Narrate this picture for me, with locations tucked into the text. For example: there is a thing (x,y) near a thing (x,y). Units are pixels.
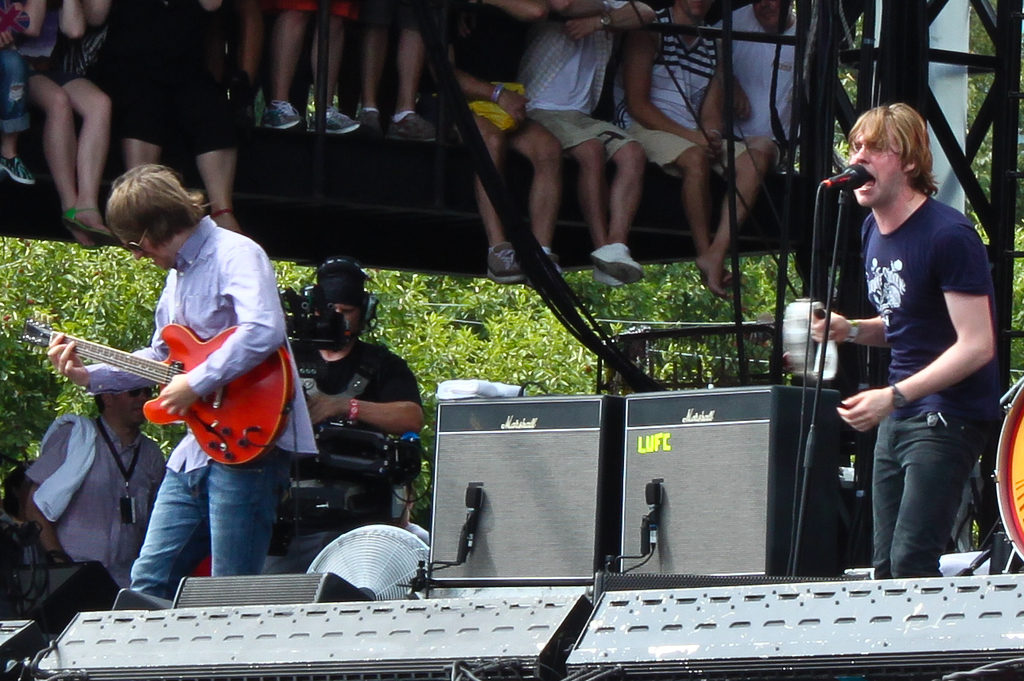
On the background (575,81) we can see persons (640,91) sitting and standing on platform (799,145). Here we can see one man (988,367) standing near to the mike (835,183) and singing. Here we can see a man (191,248) wearing goggles (135,250) and playing a guitar (142,375). These are plants (305,269). We can this man (357,362) wearing headsets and recording through a cam recorder (311,294). We can see one man (138,474) standing and wearing id card (128,515) and we can see a cloth (75,431) on his shoulder (75,431). These are devices (545,581).
